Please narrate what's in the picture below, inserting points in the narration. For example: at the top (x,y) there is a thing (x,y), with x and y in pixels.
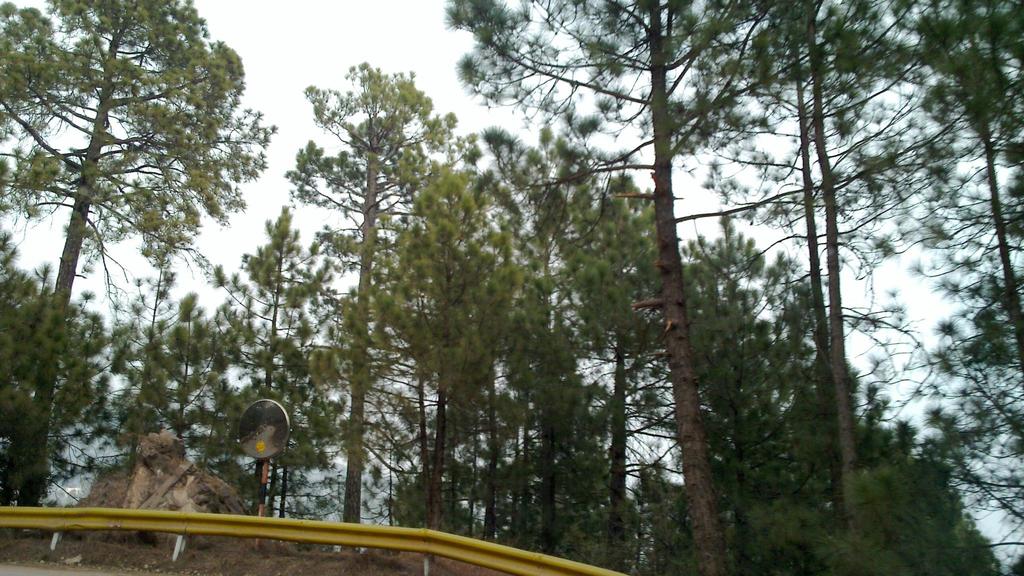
In this image, we can see some trees (691,273). There is a safety barrier (359,530) at the bottom of the image (536,559). There is a traffic safety mirror (269,418) in the bottom left of the image (257,433). There is a sky (365,44) at the top of the image (336,52).
